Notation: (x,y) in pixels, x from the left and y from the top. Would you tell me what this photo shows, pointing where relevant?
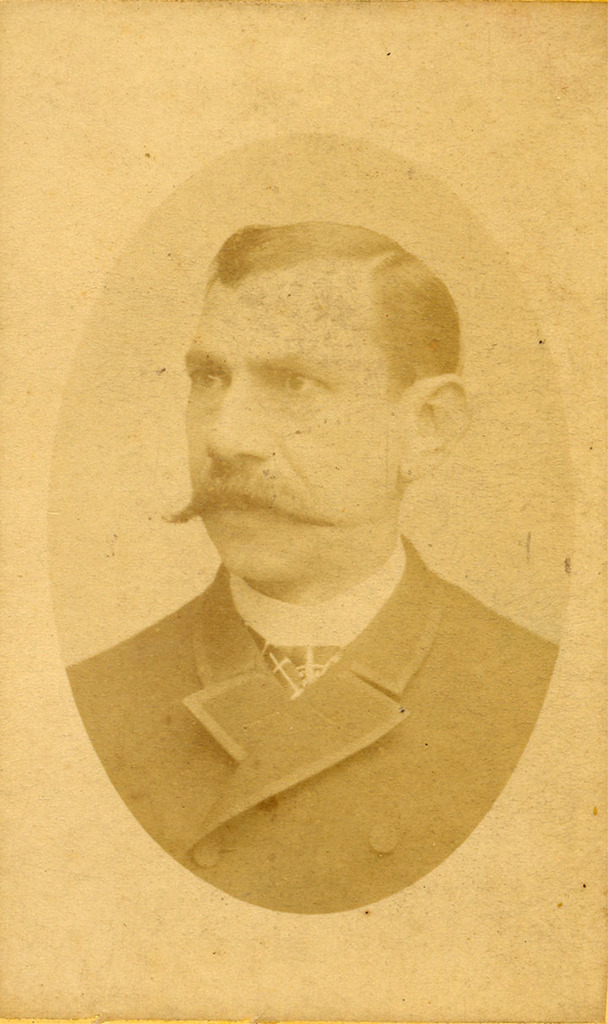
In this image we can see the picture of a person (357,306).
